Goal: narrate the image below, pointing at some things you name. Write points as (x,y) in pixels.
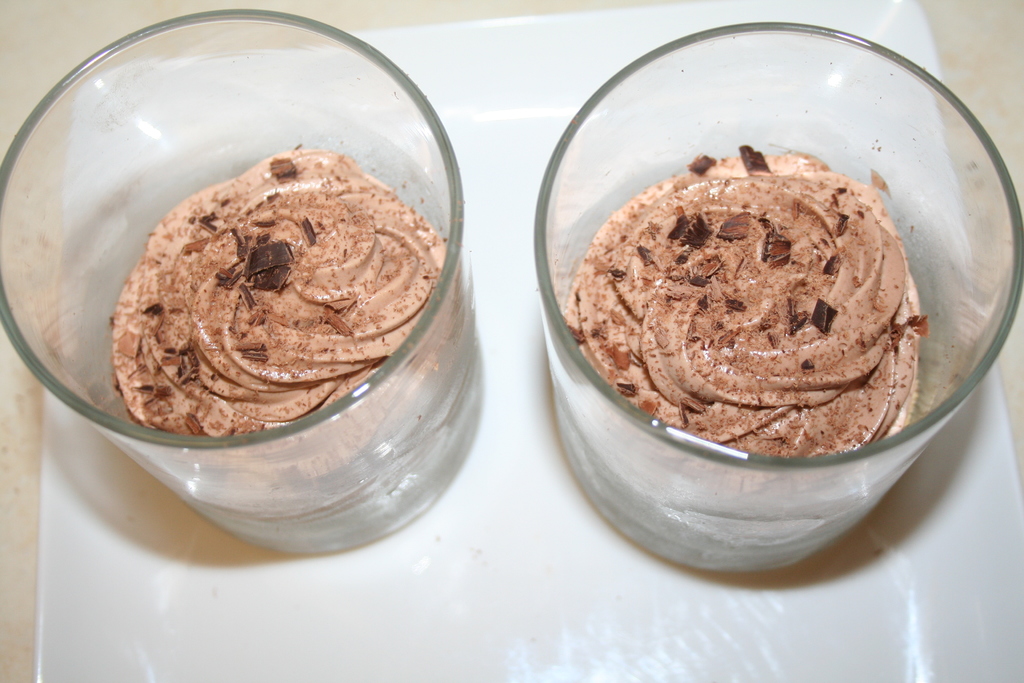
In this image I can see desserts (320,339) in glasses (447,287) kept in a tray (497,501) may be on the table (242,2). This image is taken may be in a room (477,411).
